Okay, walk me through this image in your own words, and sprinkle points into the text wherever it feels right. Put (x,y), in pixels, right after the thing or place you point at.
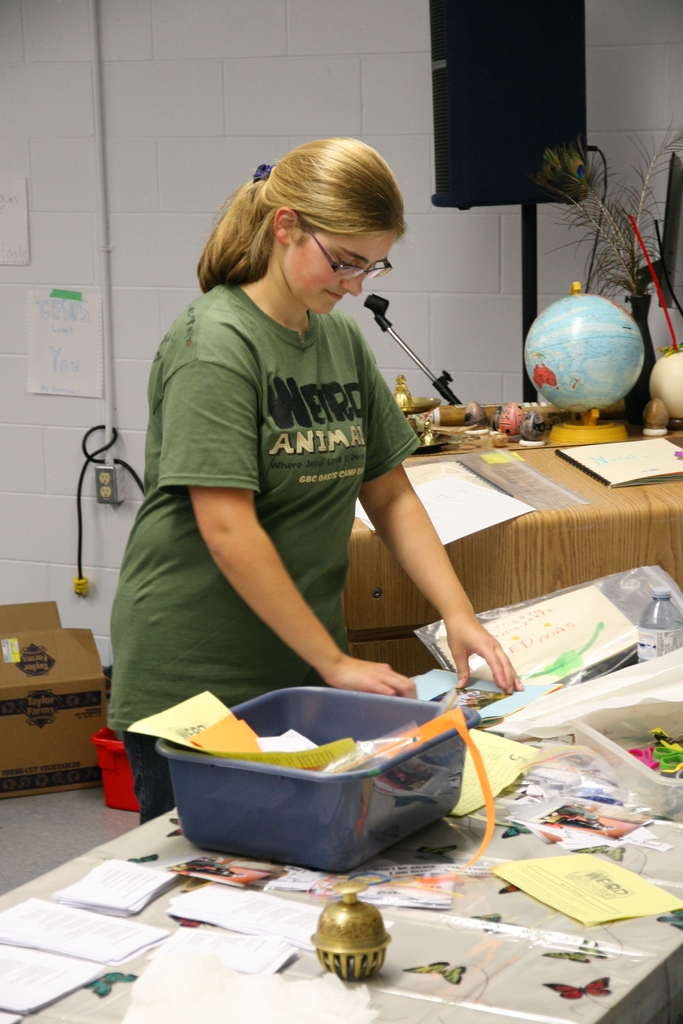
In this picture there is a woman (267,407) who is standing near to the table (415,912). On the table (430,895) I can see the basket (290,688), papers (239,742), plastic covers (512,642), water bottle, bands (662,729), box (631,784), stickers (590,948) of the butterflies (434,968) and other objects (370,965). On the right (597,341) I can see the globe (566,331), microphone stand (396,339), papers (672,456) and other objects (538,476) which are placed on the table (526,447). Besides that I can see the speaker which is placed near to the wall (450,319). On the left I can see the cable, socket (115,475) and papers (13,236) were attached on the wall (38,405). In the bottom left (58,742) there is a carton box (4,677) which is kept on the floor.
